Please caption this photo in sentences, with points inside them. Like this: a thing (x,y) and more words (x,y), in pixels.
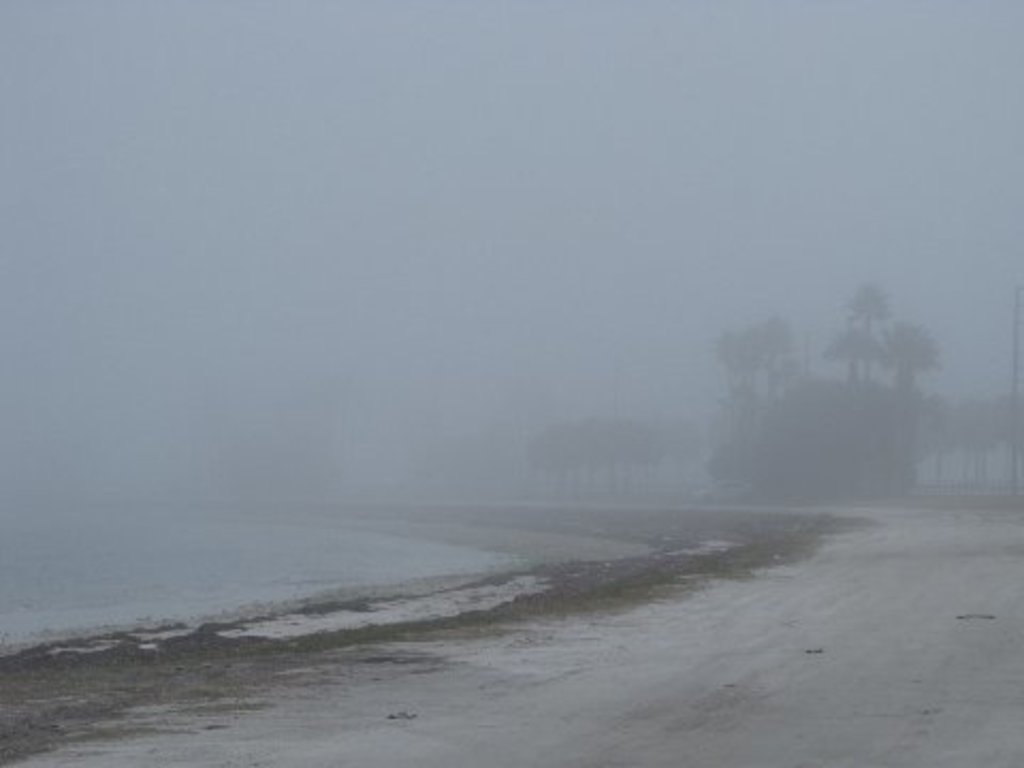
In this picture we can see ground (842,558) and water (183,533). In the background of the image (670,463) it is blurry and we can see trees (599,484) and sky (284,216).
